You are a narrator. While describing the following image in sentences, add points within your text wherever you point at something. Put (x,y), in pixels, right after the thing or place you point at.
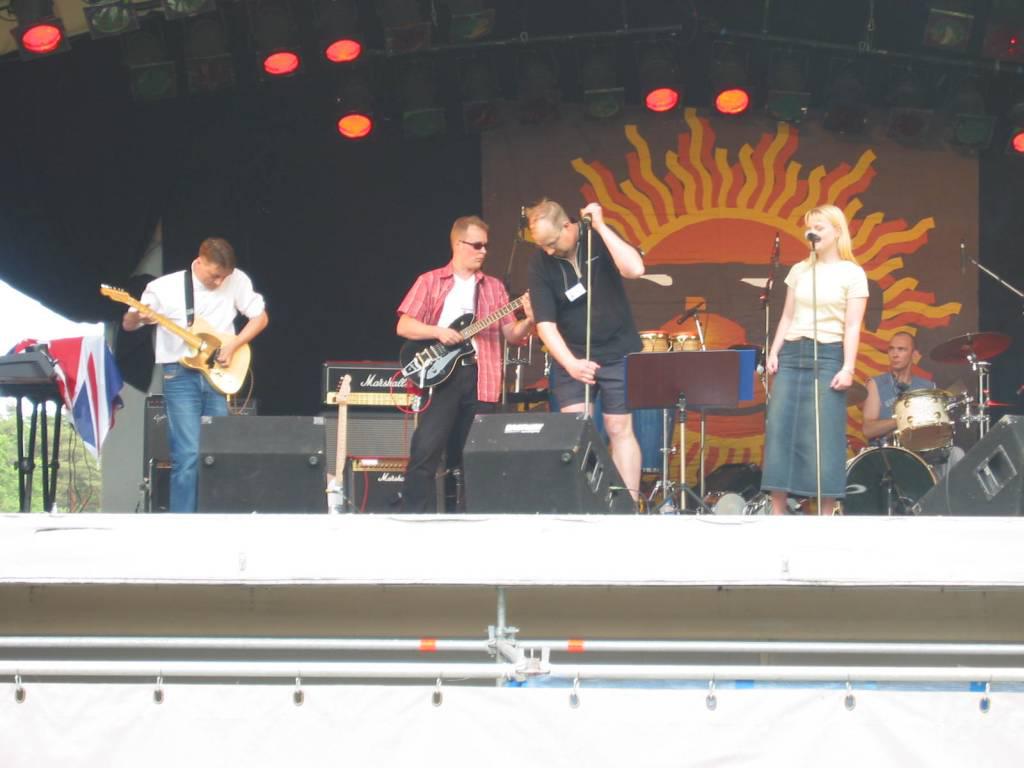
In this image we can see people (434,443) playing musical instruments (425,368). There is a person (558,387) holding a mic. Beside him there is a lady (793,285) standing near a mic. In the background of the image (513,262) there is a board (714,290) with some painting (722,244) on it. At the top of the image (479,80) there is ceiling (889,90) with lights (667,77) and rods (606,33). At the bottom of the image (6,641) there are rods (448,665). There are speakers (1019,449). To the left side of the image (79,355) there is a flag (39,342).
